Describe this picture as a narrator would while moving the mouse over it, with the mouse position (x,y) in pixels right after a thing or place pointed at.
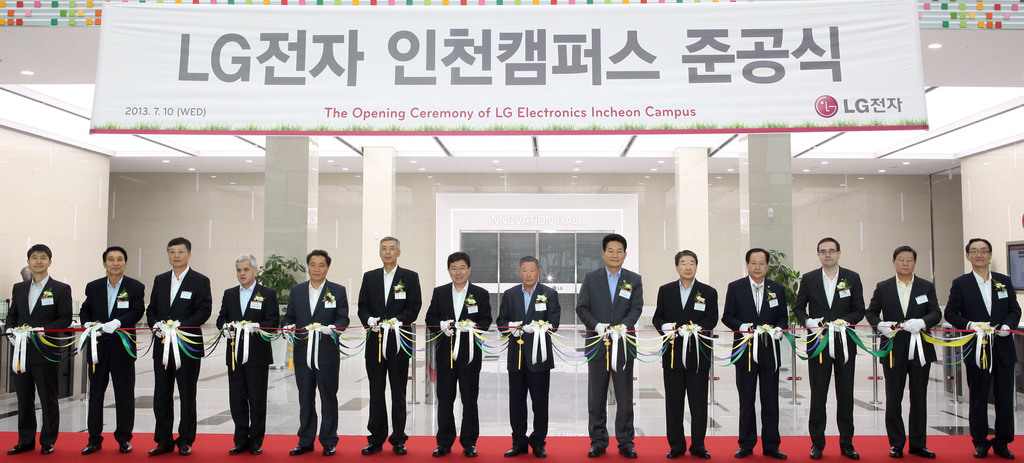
In this picture we can see a group of men (628,313) wore blazers (841,311), standing on a red carpet (253,462) and in front of them we can see ribbons (978,336), flowers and in the background (153,424) we can see the floor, banners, pillars (762,205), lights (822,162), walls (206,209), doors (590,267), plants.
